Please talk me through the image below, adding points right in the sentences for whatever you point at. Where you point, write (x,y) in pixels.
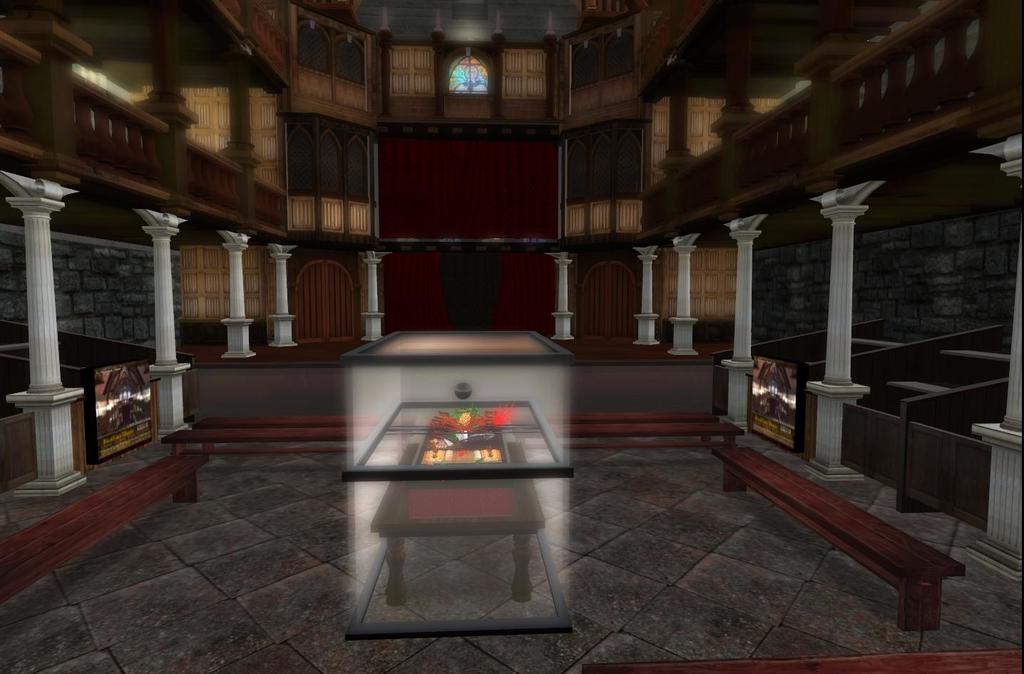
This looks like an animated image. These are the pillars (1015,333). I can see the wooden benches (624,435), which are placed on the floor (158,548). This looks like a photo frame (134,406). I can see a table (516,514), which is covered with a glass box (423,406). At the top of the image (454,72), that looks like a glass door (478,84) with a painting (467,86) on it. I think this is a stage (575,359).
